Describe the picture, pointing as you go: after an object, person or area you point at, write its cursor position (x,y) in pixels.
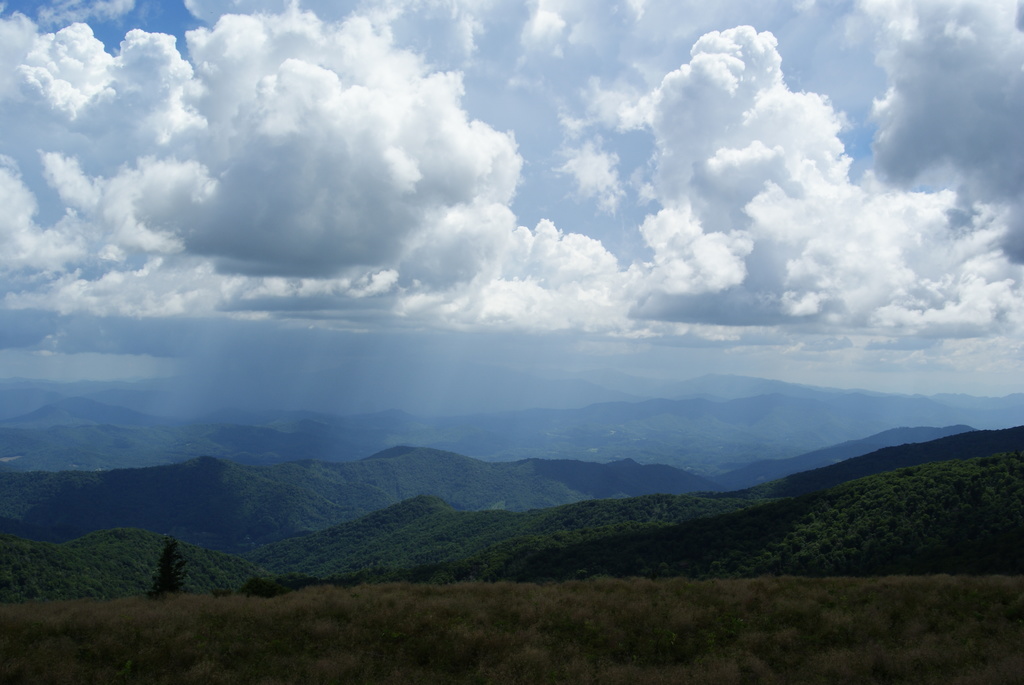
In this picture we can see few trees (682,568), hills (579,542) and clouds (463,173).
